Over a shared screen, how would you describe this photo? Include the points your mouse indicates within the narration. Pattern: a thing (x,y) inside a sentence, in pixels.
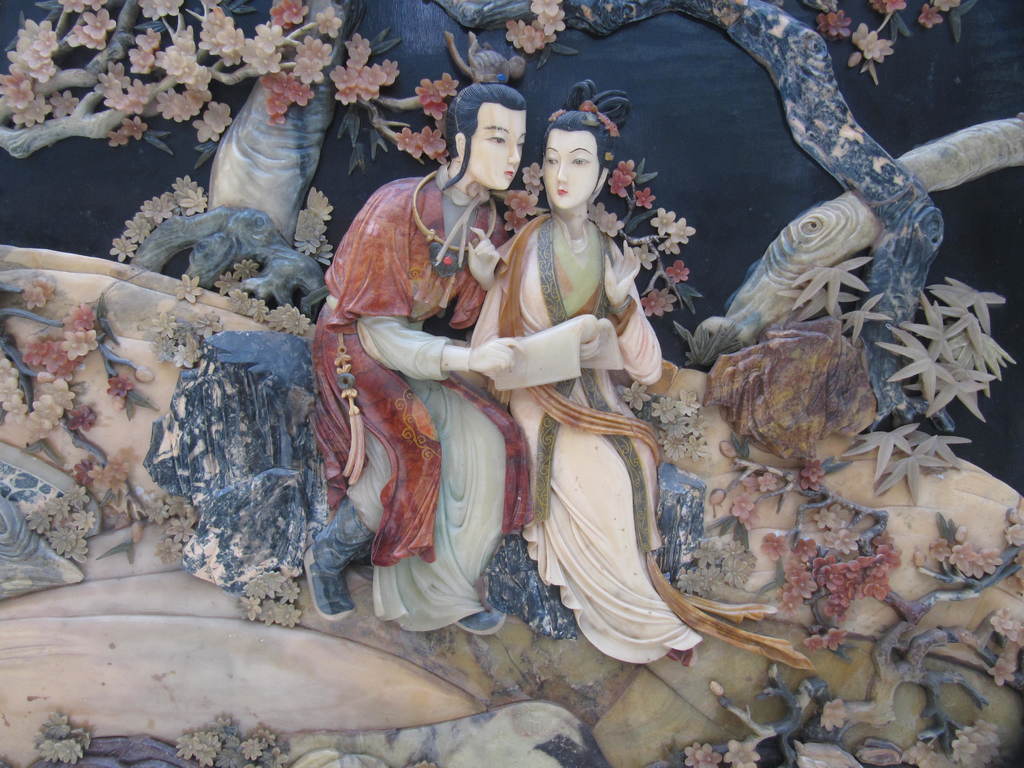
In this picture I can observe a stone carving (397,364). There are two members (440,307) on the stone (255,519). I can observe some trees (440,114). The background (684,102) is in black color.
